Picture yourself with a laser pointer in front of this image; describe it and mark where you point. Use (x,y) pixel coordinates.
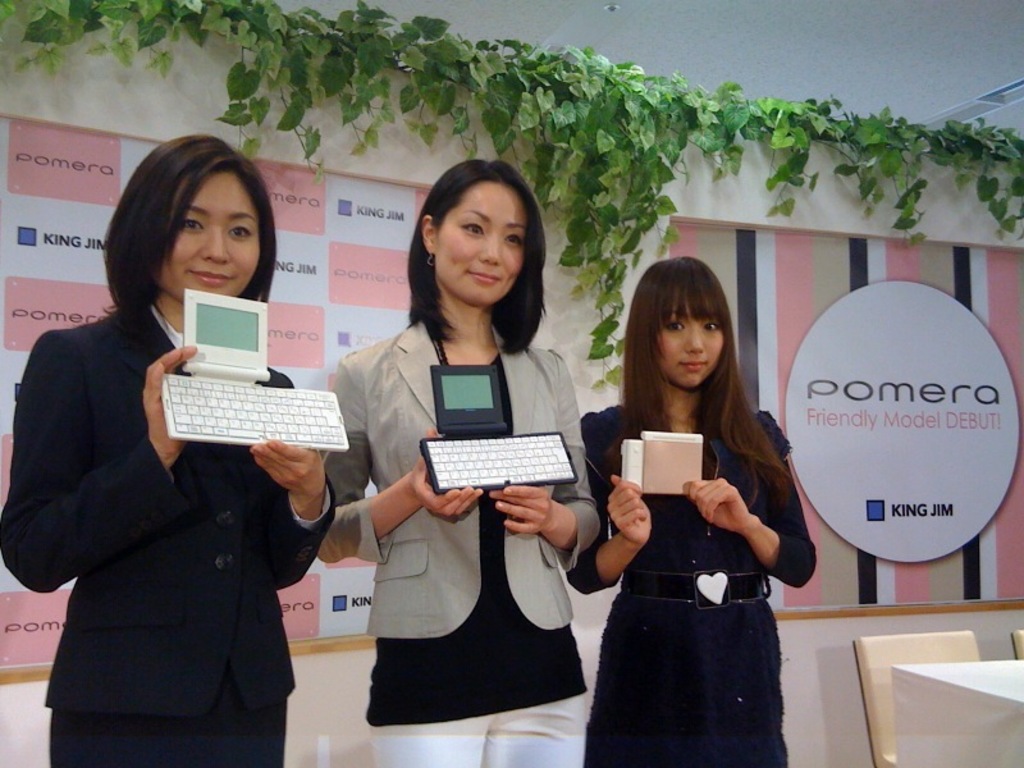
In this image, we can see three women (308,473) are standing and electronic instrument (699,448) in their hand (522,515). On the right side (952,644) corner, we can see table (1013,668) and chair (952,644). In the background (1002,371), we can see hoardings (961,331), plants (642,157).
